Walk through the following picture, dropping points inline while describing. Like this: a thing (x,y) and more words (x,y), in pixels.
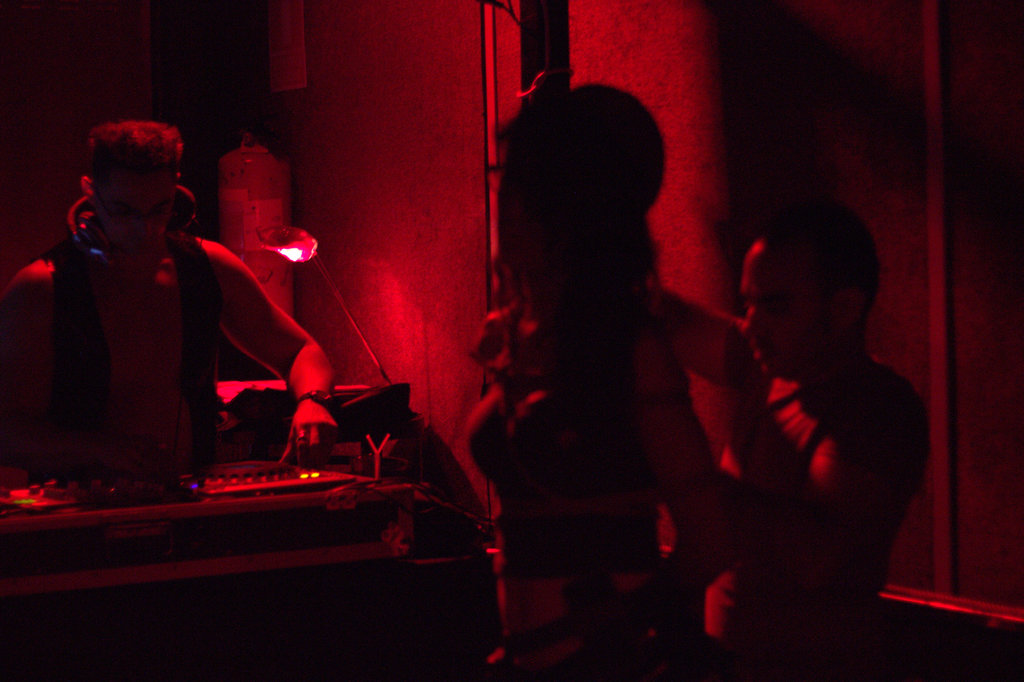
In the picture I can see people (308,438), music system (250,493), a wall (719,207) and some other objects (385,389).
